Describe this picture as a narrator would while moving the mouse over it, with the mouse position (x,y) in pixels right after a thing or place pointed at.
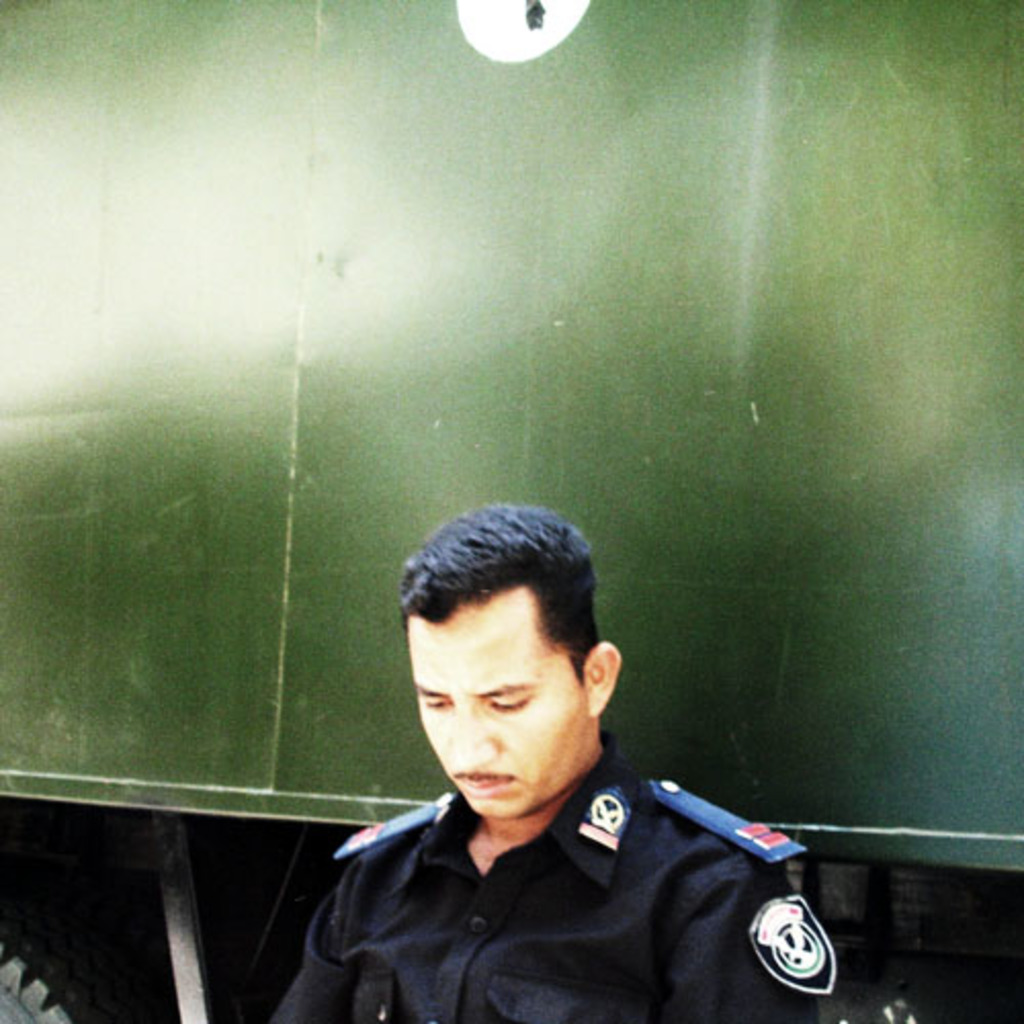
In this image we can see a man (367,841) and a motor vehicle (367,250) in the background (157,483).
